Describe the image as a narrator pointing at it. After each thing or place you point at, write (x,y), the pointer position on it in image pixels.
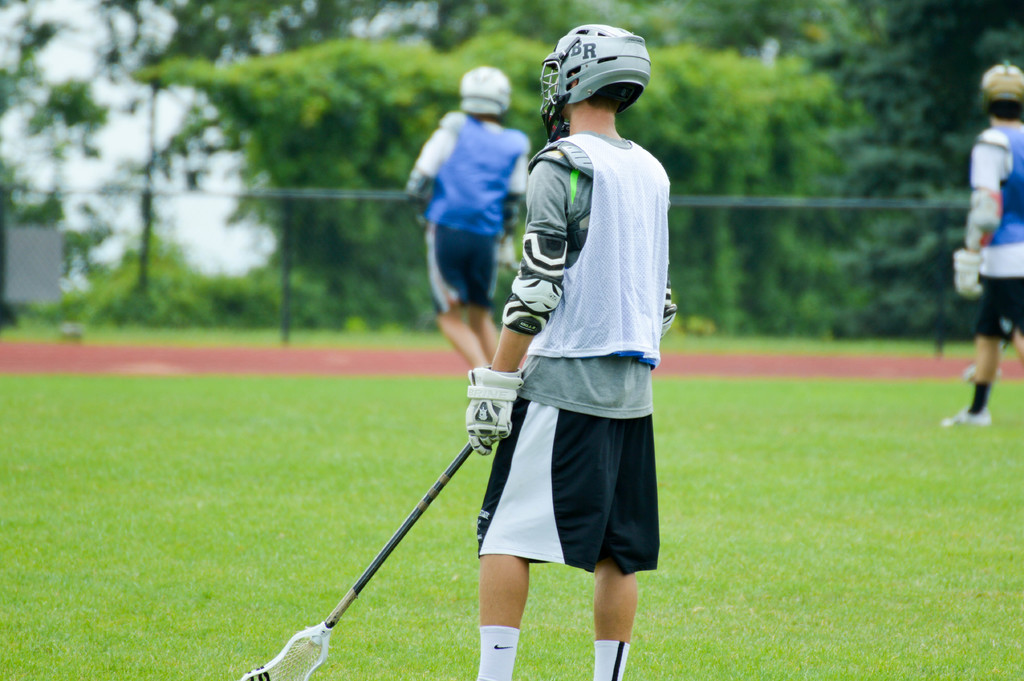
In this image we can see some people (500,416) on the ground (436,479) and one person (603,295) is wearing helmet (582,67) and holding a stick (454,461) in his hand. In the background of the image (133,249) we can see trees (151,234), but it is in a blur.
